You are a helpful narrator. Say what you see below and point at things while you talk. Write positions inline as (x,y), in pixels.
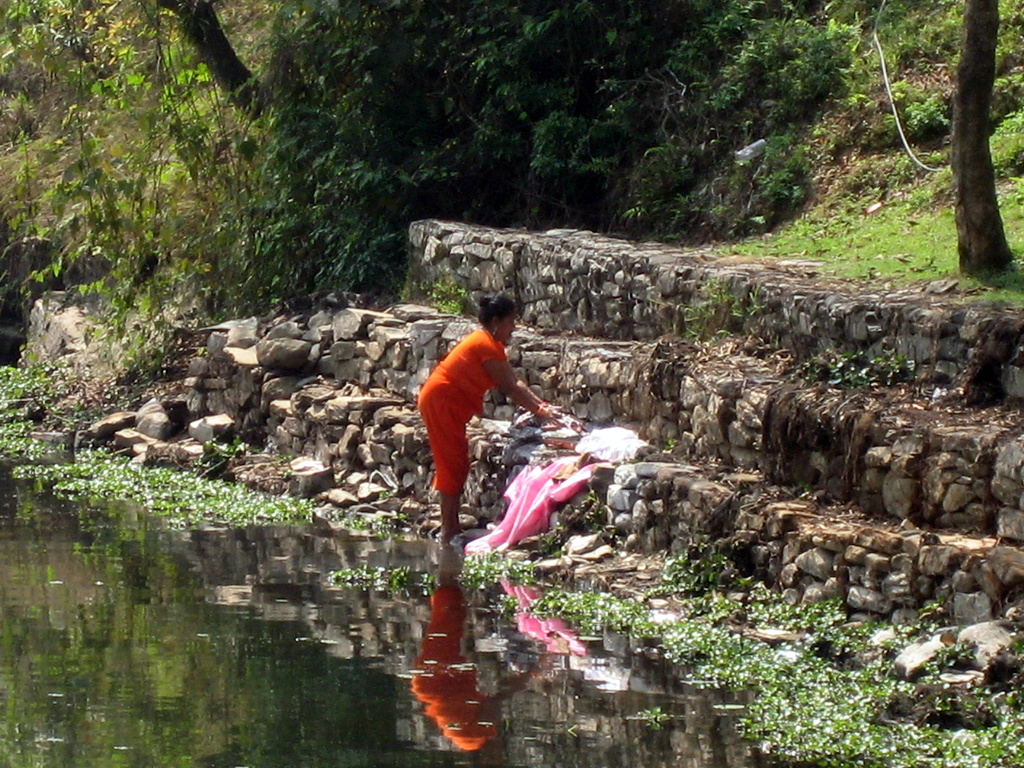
In the foreground of the picture (749,656) there are plants (784,675), water (263,728) and staircase (886,430). In the center of the picture (497,384) there is a woman (487,351) washing clothes (544,444). At the top (351,113) there are trees (493,135), plants (797,160) and grass (836,227).
